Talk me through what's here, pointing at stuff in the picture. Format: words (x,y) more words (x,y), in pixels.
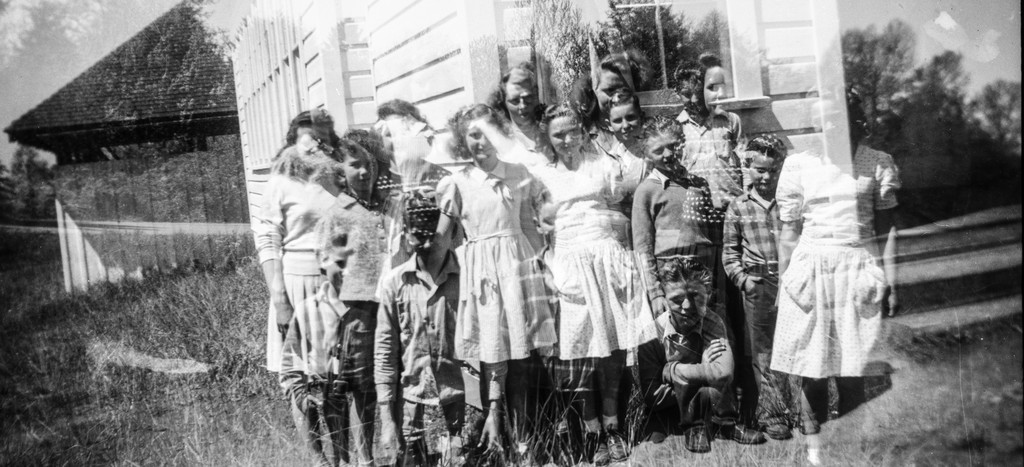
In this picture, i see few people (521,355) standing and couple of buildings (287,71) on the back (655,37) and i see trees (890,81) and grass (140,384) on the ground (207,420).
